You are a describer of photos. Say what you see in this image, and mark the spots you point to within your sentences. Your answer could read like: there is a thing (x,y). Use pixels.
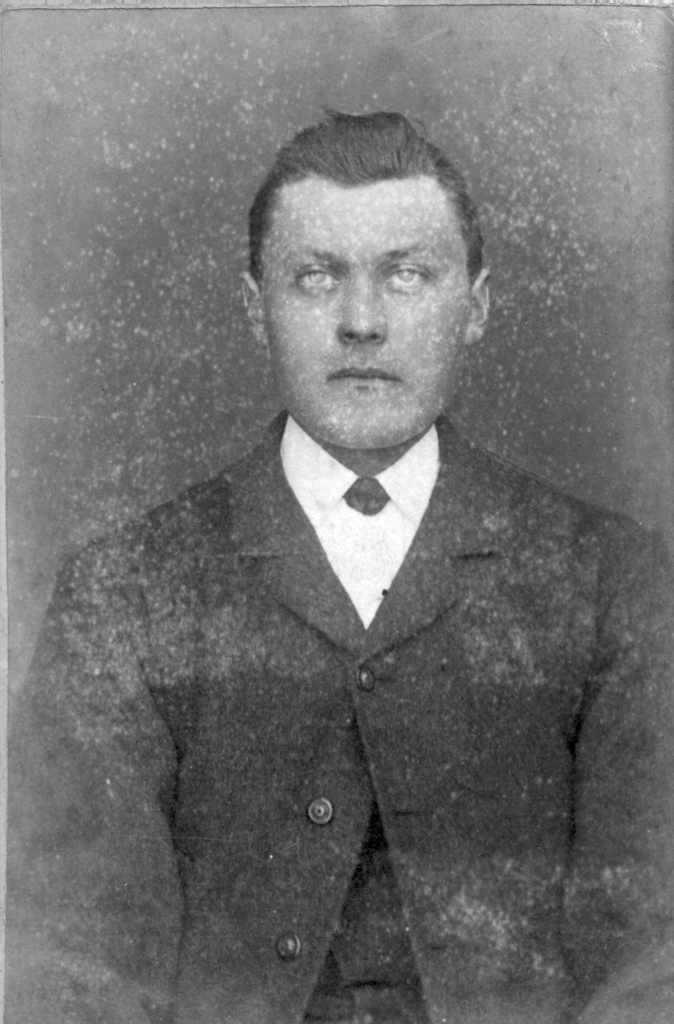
In this image we can see a photo (421,529) of a person (374,460).
